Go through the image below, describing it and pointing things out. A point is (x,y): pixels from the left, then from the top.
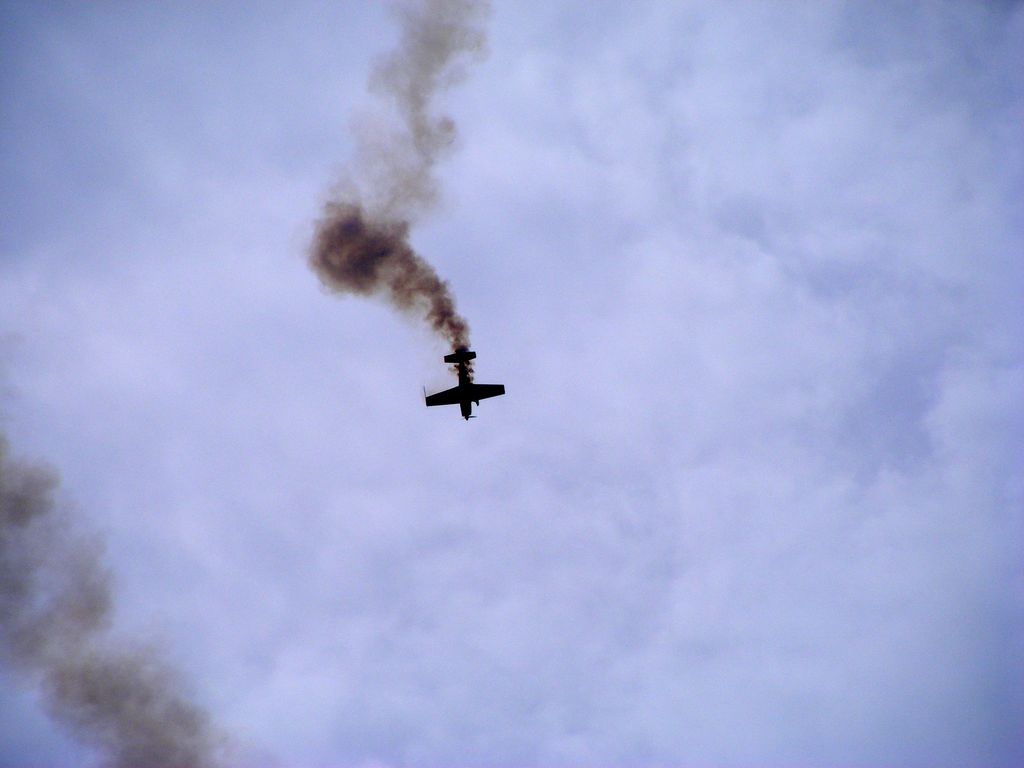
In this image we can see an aircraft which is flying in the sky (455,215) also releasing smoke (447,305).
